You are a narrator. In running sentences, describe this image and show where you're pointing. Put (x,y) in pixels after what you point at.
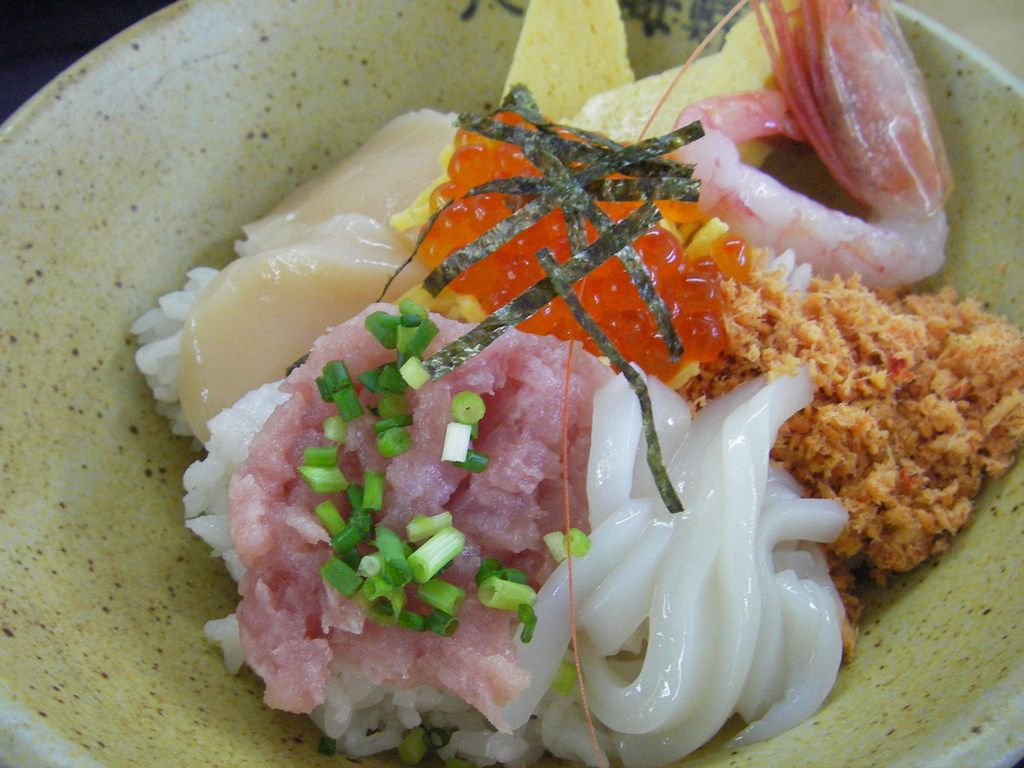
In this image I can see the food (522,340) in the bowl (174,143) and the food (462,354) is in brown, white, green, orange and cream color and the bowl (167,117) is in beige color.
